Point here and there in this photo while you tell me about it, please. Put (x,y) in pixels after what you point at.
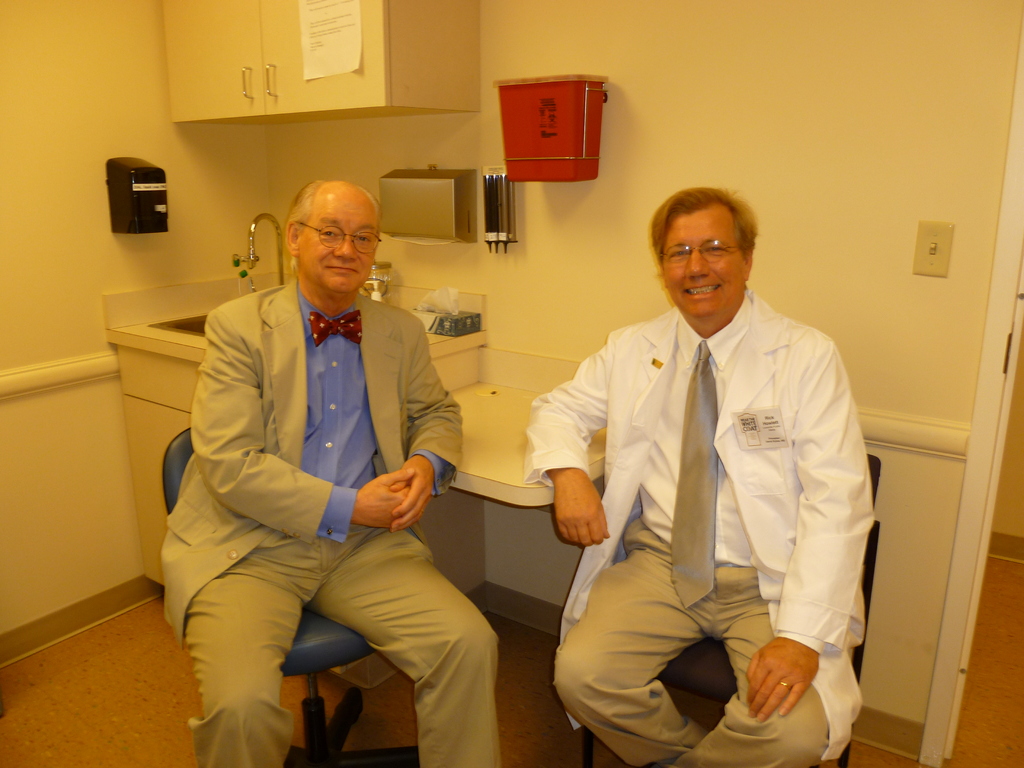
In this image we can see two persons (656,460) wearing specs (373,243) and they are sitting on chairs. In the back (474,359) there is a platform (474,486) with tap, wash basin (175,324), box (454,317) with tissue (449,304) and few other things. Also there is a wall (510,24) with cupboard (376,38). On the cupboard (447,83) there is a paper (341,25) with text (320,23). Also there is another box (510,101) and few other things (497,174) on the wall (456,150).
